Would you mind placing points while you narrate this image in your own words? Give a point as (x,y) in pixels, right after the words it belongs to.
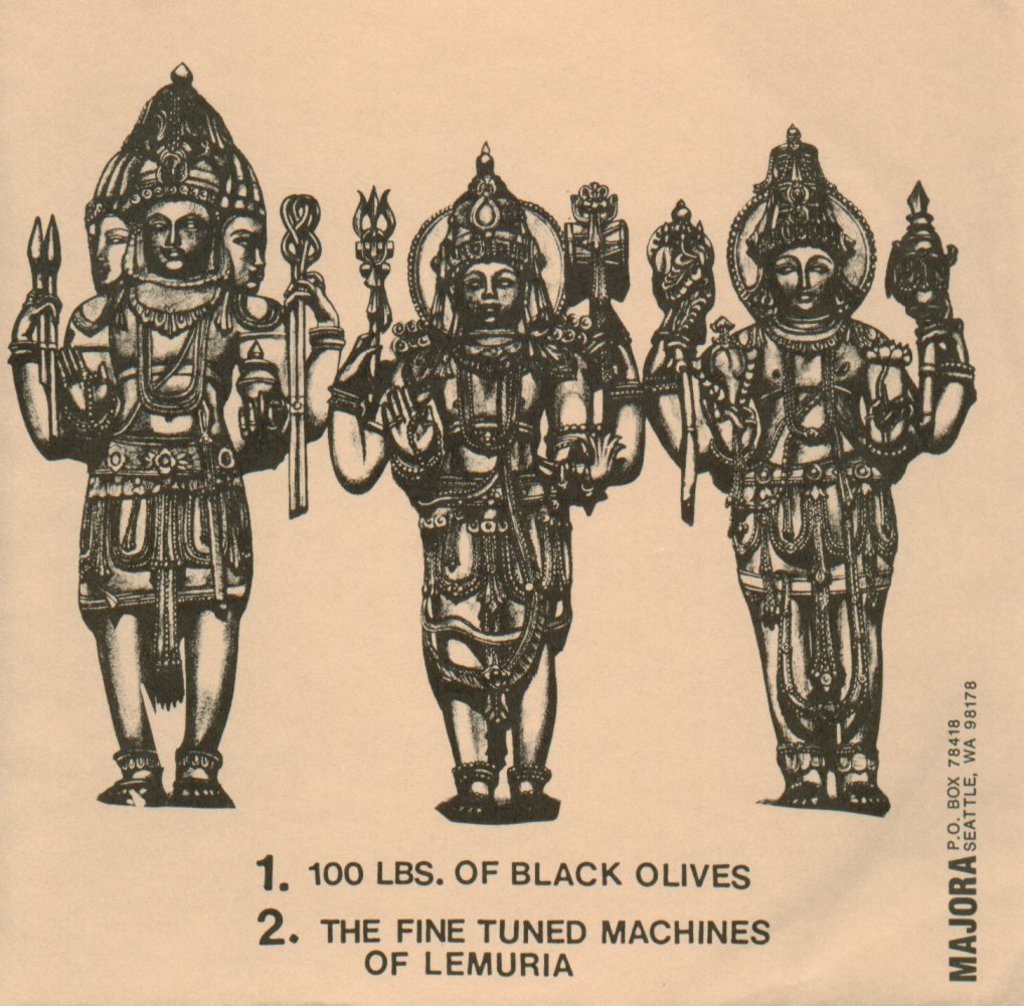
In this image we can see sketches (228,355) of an idol (345,385) printed on paper (287,578). At the bottom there is text (346,904).
